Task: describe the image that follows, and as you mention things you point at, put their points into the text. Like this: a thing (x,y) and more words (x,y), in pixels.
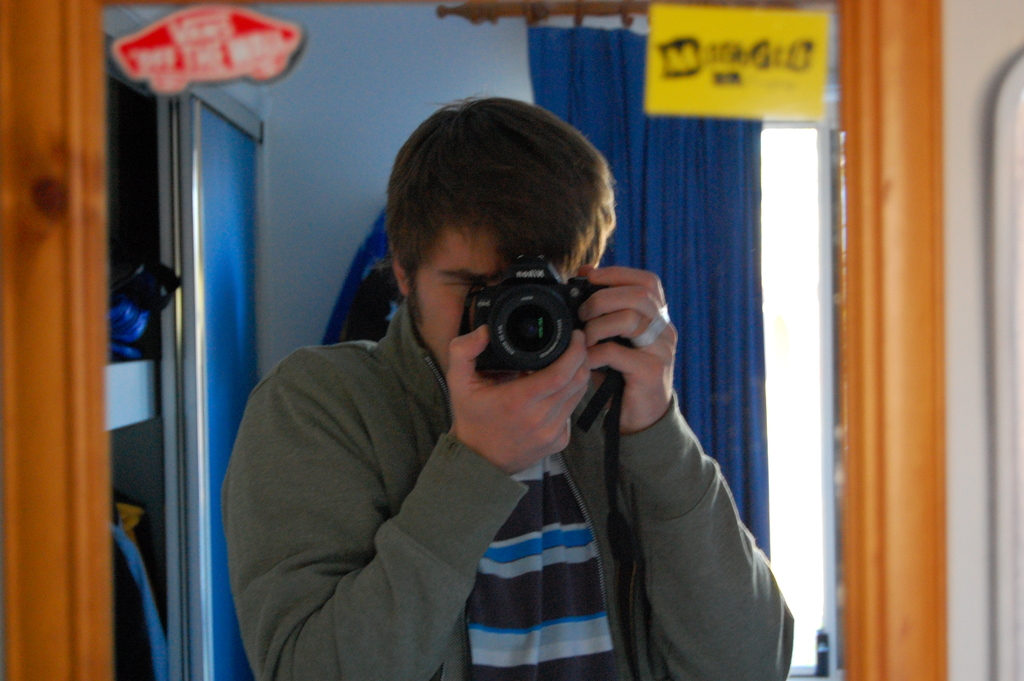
In this image, there is a person (327,366) standing and taking photos from the camera (493,329). In the background (327,136), there is a wall (359,76) of sky blue in color and a curtain (591,128) blue in color. Both side of the image is covered with a the door (888,372) of orange in color. In the left side of the image (237,232), there is a shelf (169,297) with a door (191,325), sliding door (194,420). This image is taken inside a room (729,156).
